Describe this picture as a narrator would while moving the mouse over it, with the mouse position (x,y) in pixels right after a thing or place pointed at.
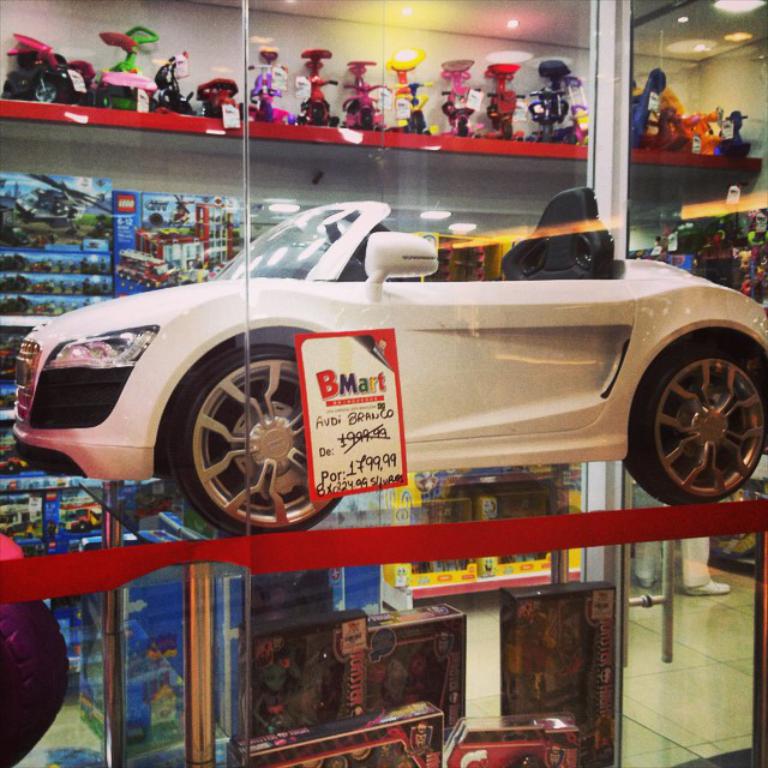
This image is taken indoors. In the background (343,65) there is a wall (708,97). There are many toys (44,254) on the shelves (699,167). There is a person (690,568) standing on the floor (682,593). At the top of the image (571,29) there is a ceiling (688,24) with a few lights (691,42). In the middle of the image (355,321) there is a toy car (566,395) on the table (183,516). There is a poster (360,419) with a text (358,466) on it. There is a ribbon (692,510) and there are a few objects (267,661) on the floor (465,687).
